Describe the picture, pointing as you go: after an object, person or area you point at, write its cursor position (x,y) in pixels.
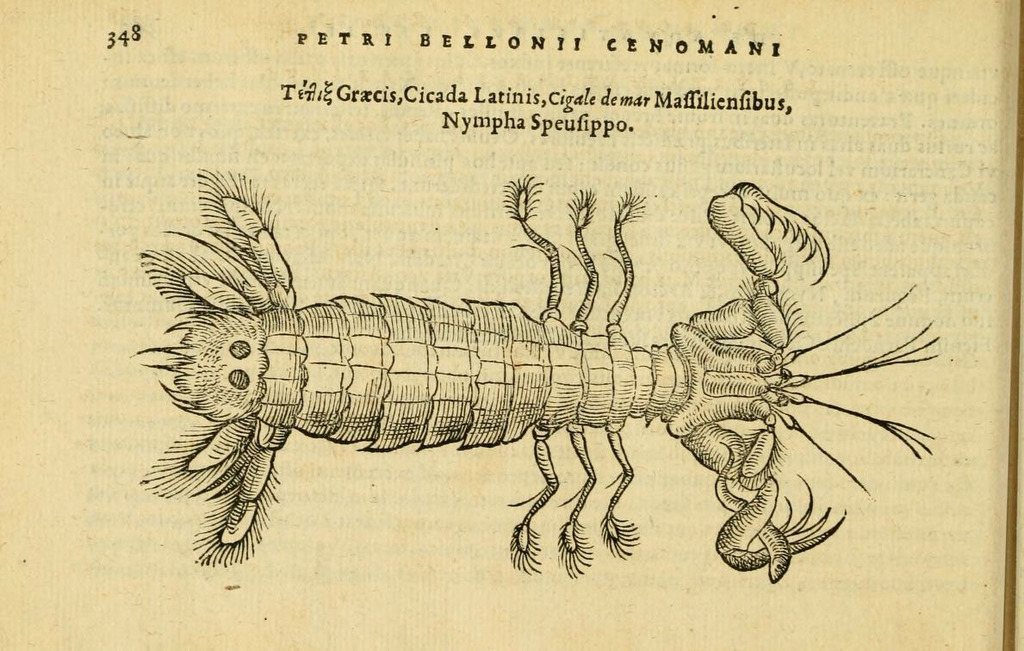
In this image I can see a mantis shrimp (476,344) and a text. This image looks like a printed copy of a book.
